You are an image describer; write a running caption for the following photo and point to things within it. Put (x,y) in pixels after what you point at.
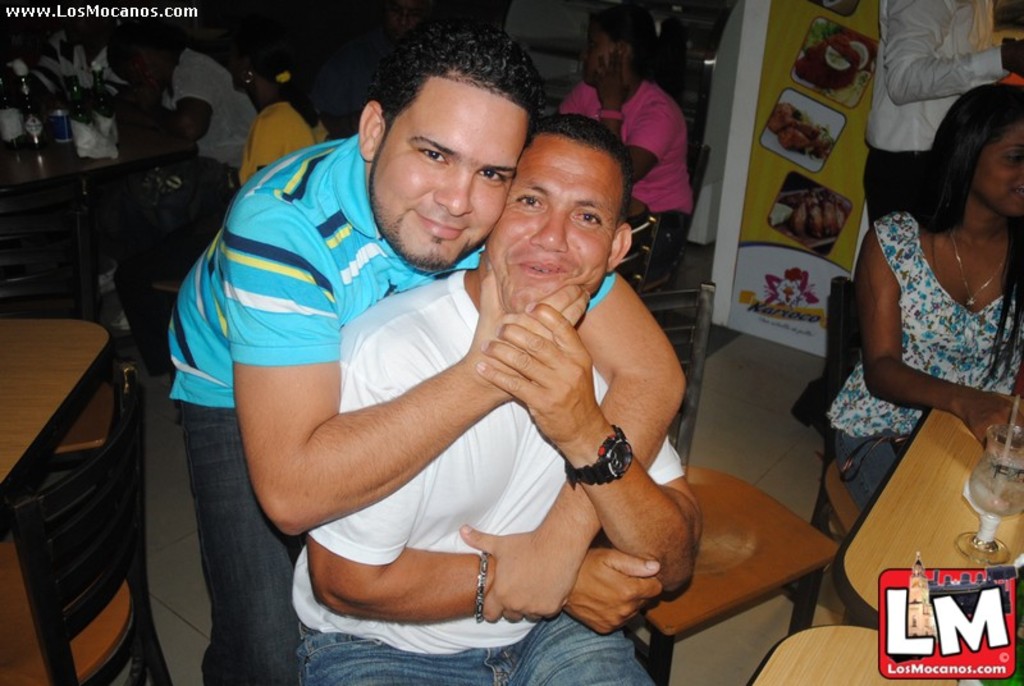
In this image in the middle (547,238) there is a man (489,377), he wears a t shirt (504,472), trouser (504,649), he is sitting, behind him there is a man (374,231), he wears a t shirt (310,267), trouser (282,552), he is smiling. On the right (929,278) there is a woman (952,286), she wears a dress (963,327), she is sitting. On the left (197,131) there are some people (166,99), text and there is a table (65,171) on that there are bottles (9,103) and tissues (83,134). In the middle (676,316) there are tables (943,512), chairs (687,418), posters (812,195), people (626,32), glasses (997,535), text (902,605).
